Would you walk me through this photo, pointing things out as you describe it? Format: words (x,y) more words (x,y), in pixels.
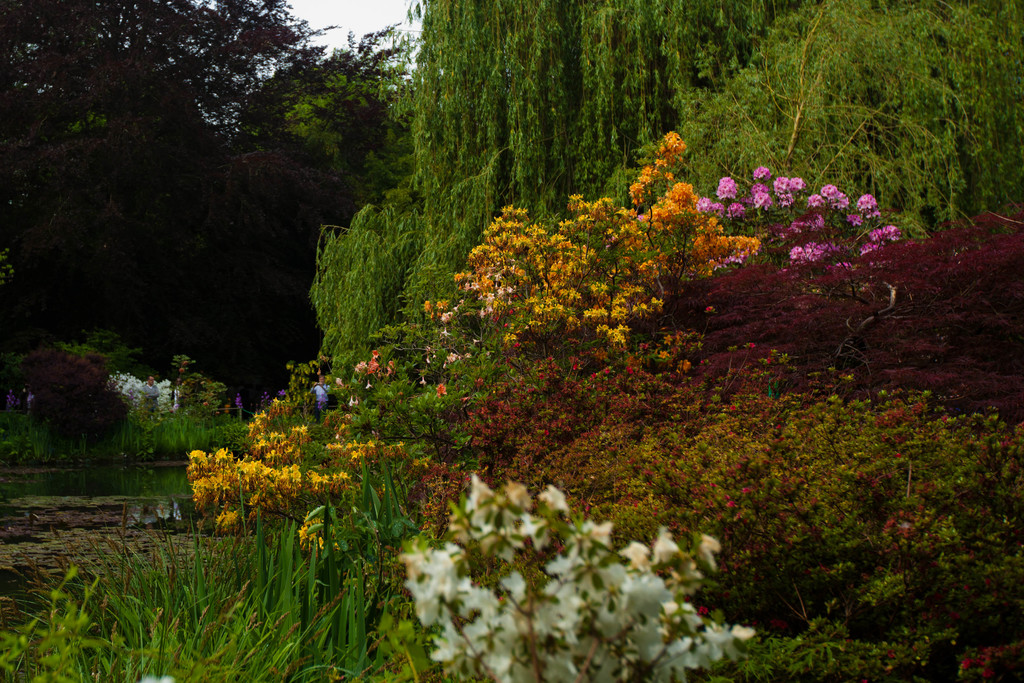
In the picture I can see the grass (253,533), the flowers (777,624) of the plant (739,474), trees (970,245), water (59,479), people (155,399) standing here, we can see the sky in the background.
